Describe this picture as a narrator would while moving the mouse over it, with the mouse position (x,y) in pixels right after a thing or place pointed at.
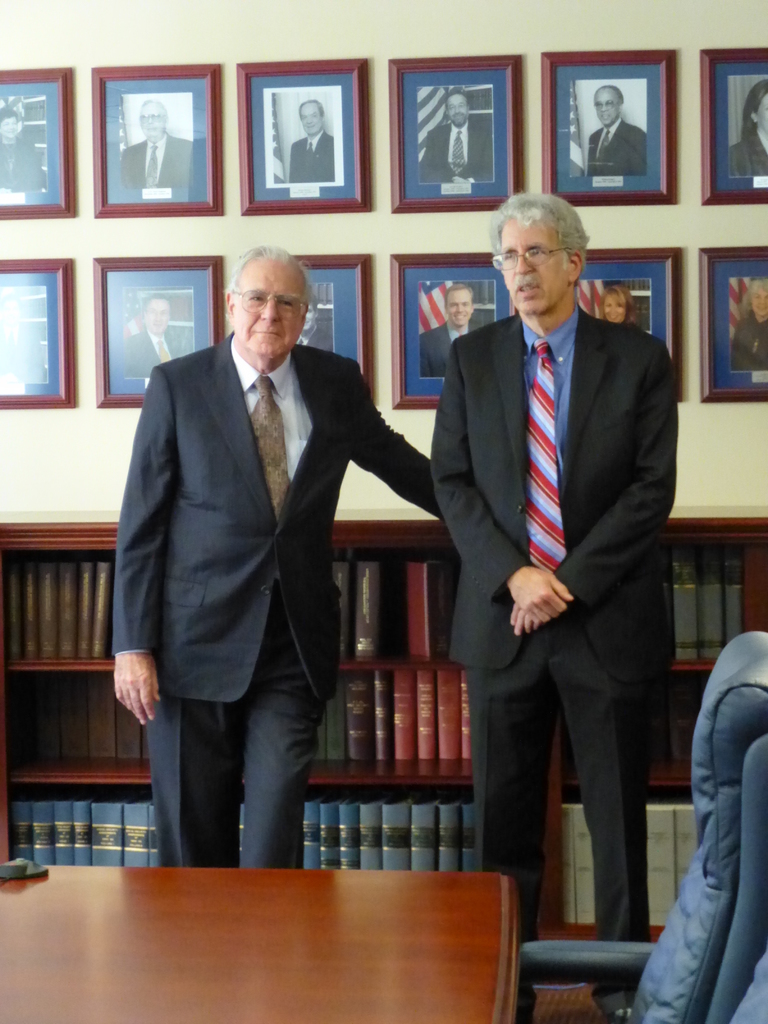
We can see photo frames (395,149) over a wall (475,228). We can see two men (210,667) standing near to the table (217,944). They both wore spectacles (263,308). This is a chair (637,978). Behind to these two men (284,723) we can see a cupboard (75,763) where books (360,591) are arranged.
